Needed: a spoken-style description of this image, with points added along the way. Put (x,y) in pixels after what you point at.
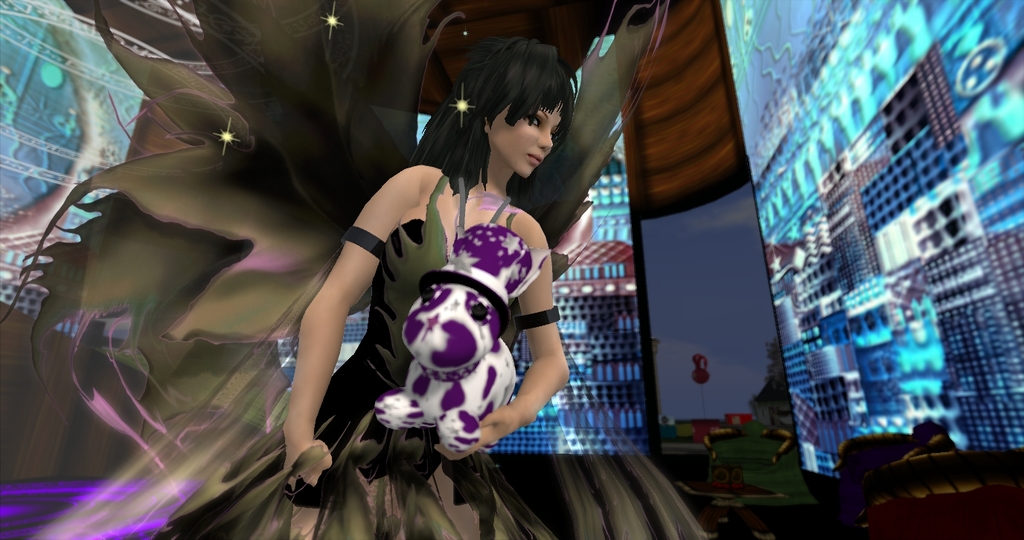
Here this is an animated image, in which we can see an animated picture of a woman (365,254) holding a teddy bear (393,418) present over there and we can also see other things (704,4) present.
